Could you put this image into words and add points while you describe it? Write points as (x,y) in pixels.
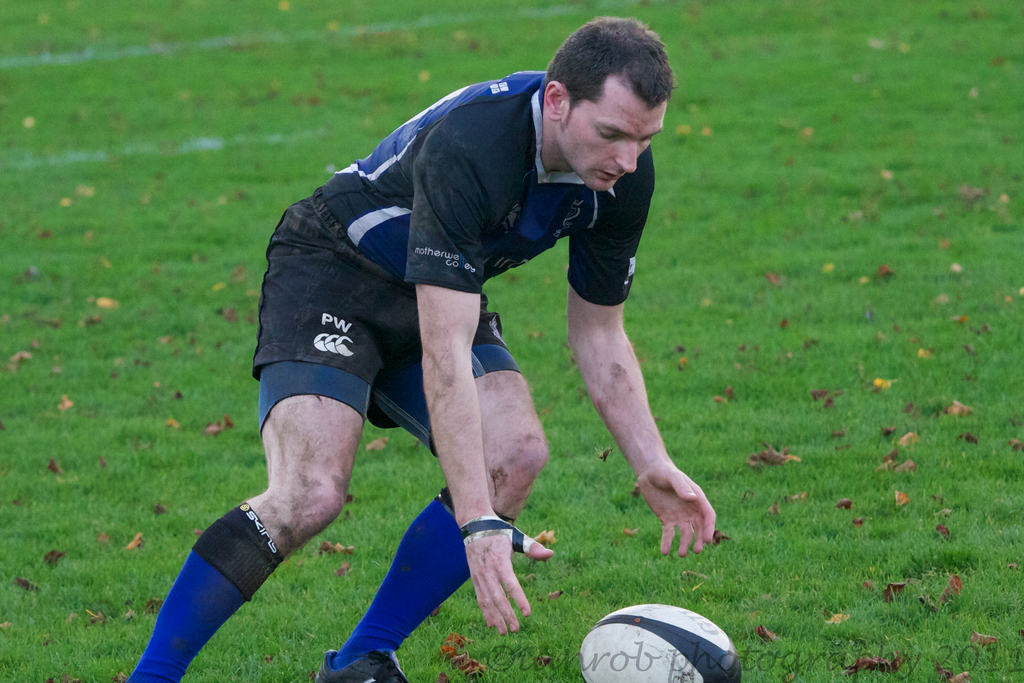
In this picture we can see a person (473,423) standing on the ground (603,587), here we can see a ball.
